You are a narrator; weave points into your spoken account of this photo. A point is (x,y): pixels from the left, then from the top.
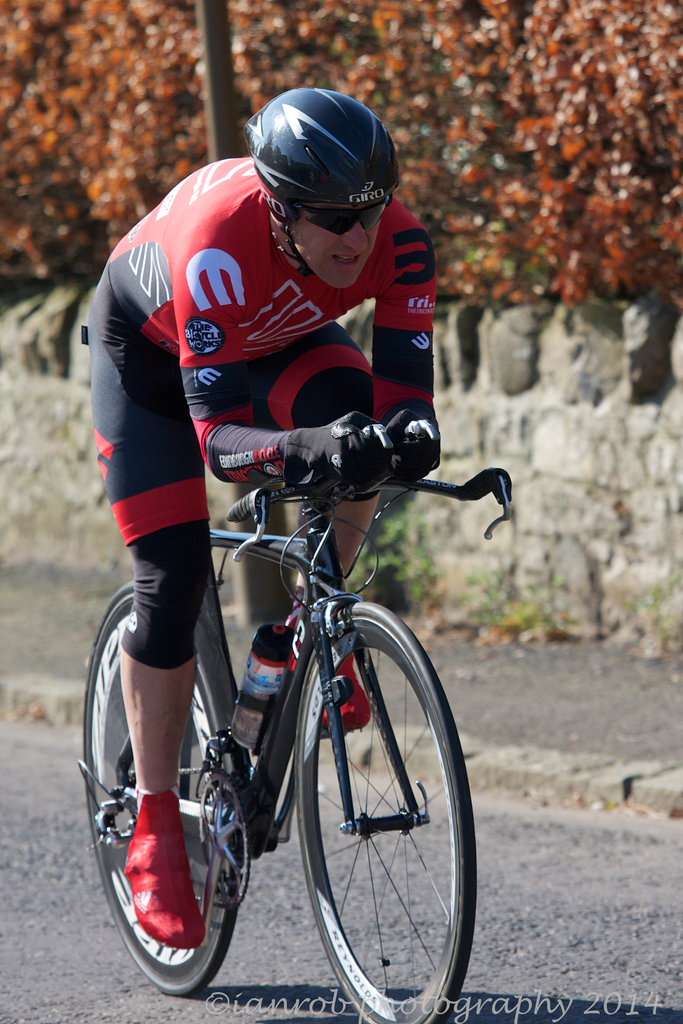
In this picture we can see a man (225,379) wore a helmet (297,171), goggles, gloves (339,443), shoes (140,881) and riding a bicycle (346,805) on the road (317,992). In the background (629,617) we can see the wall (432,609), footpath (633,688), pole (218,101) and trees (627,61).
